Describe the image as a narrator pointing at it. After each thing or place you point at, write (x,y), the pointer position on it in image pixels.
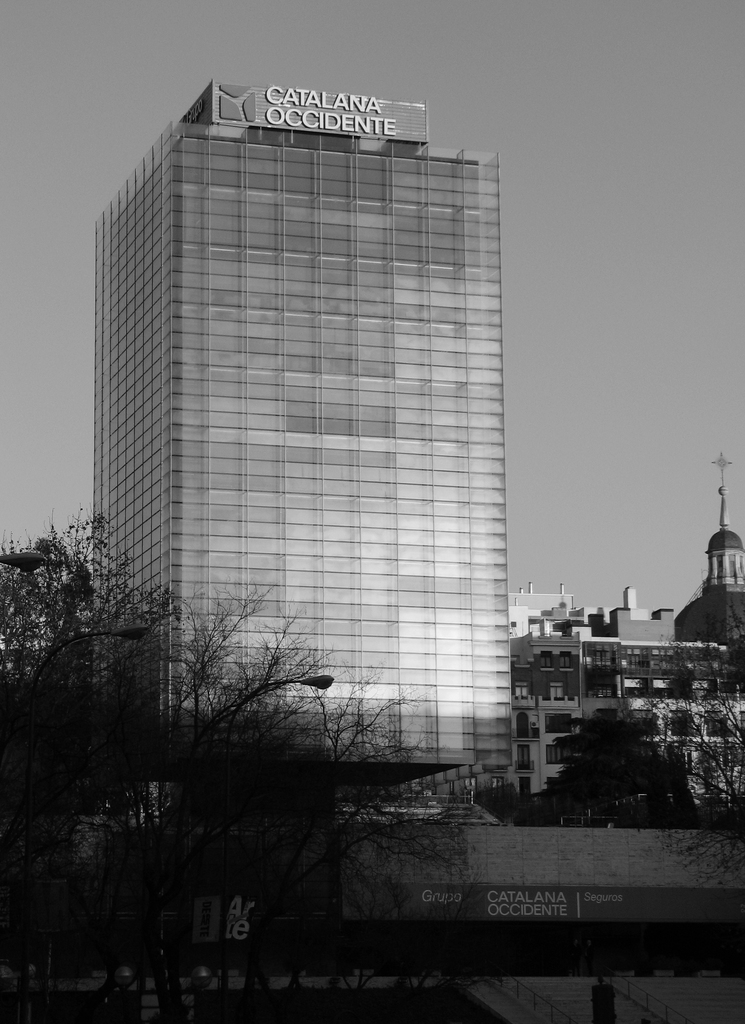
This is a black and white picture. I can see buildings (279,224), poles (29,867), lights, trees (25,578), and in the background (33,60) there is the sky (33,60).
